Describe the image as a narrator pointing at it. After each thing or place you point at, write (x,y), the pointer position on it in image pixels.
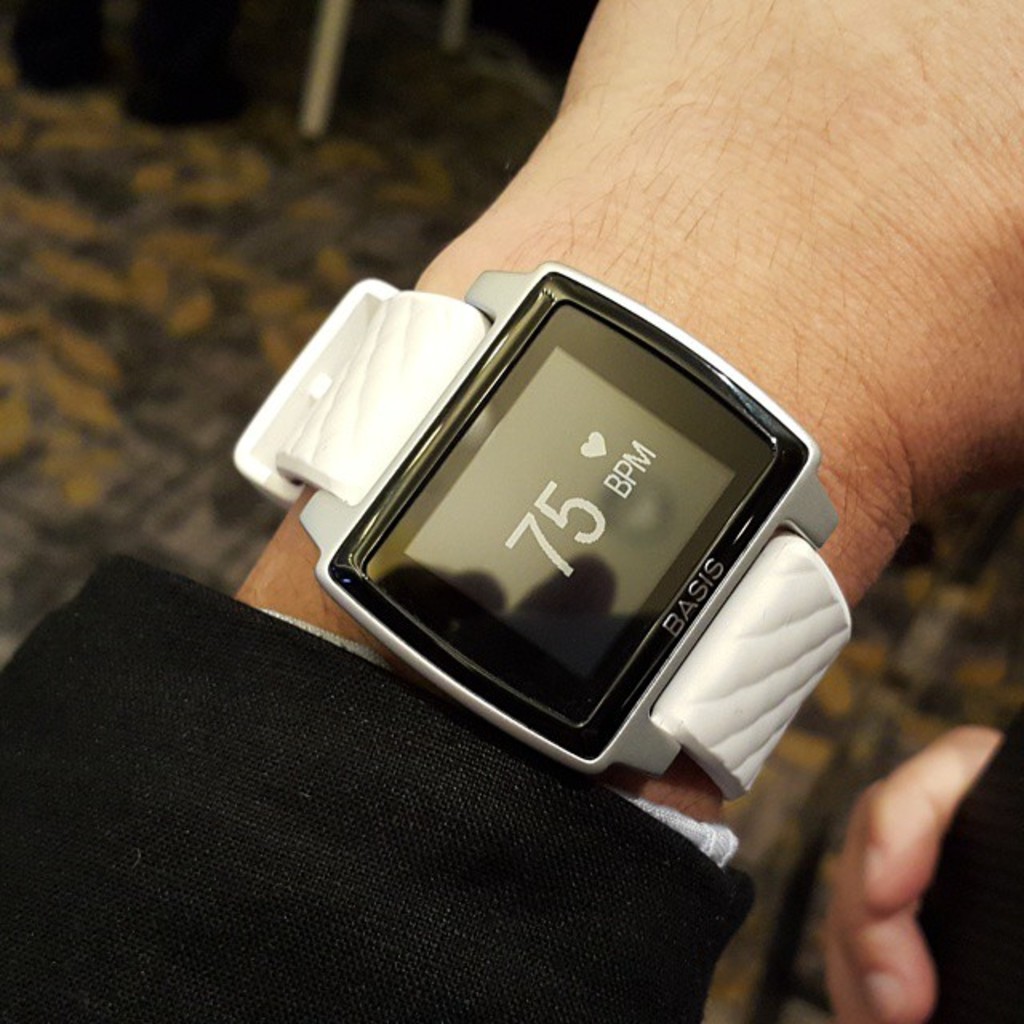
In this picture we can see a person (244,704) wore a digital watch (449,468) and in the background (96,265) we can see an object (207,63) on the floor (187,344) and it is blurry.
